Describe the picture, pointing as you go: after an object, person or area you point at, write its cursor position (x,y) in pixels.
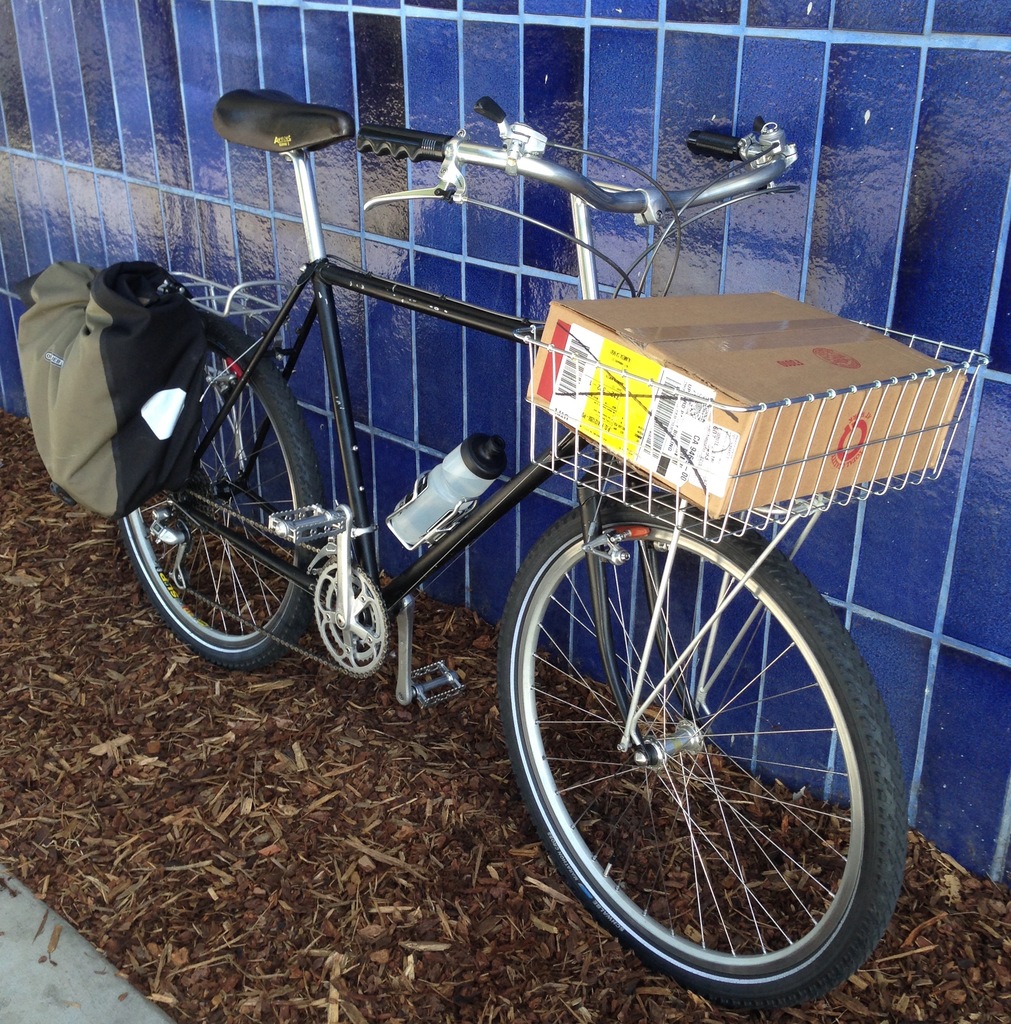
In this image we can see a bicycle (608,550) on the floor (450,707) with cardboard carton (644,417), water bottle (454,454) and a bag (141,336). In the foreground (442,884) we can see saw dust (311,725) and twigs (226,853).
